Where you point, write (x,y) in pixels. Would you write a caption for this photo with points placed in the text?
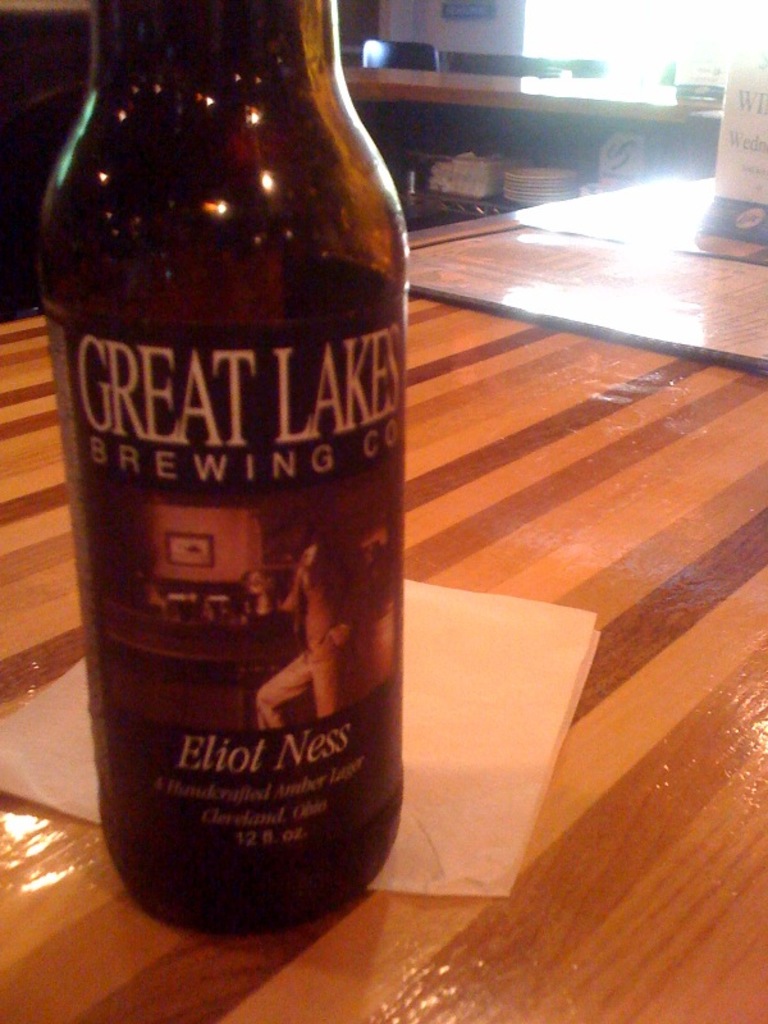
At the bottom of the image (317,919) we can see a table (11,587), on the table (757,488) we can see a bottle (401,270) and papers (715,218). In the background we can see some plates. Behind the table (737,503) we can see some wall (355,42).
